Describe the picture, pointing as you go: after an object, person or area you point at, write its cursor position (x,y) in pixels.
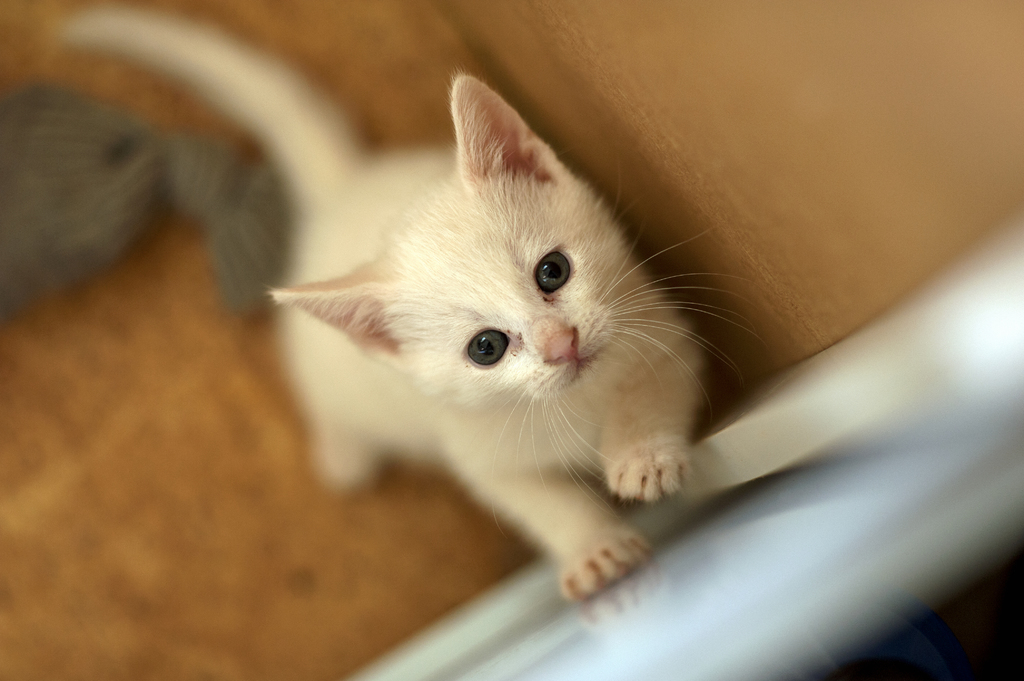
In the center (555,336) there is a white color cat (326,271), standing on two legs (323,400) and keeping two legs (630,413) on another surface (636,587). And the background (766,45) is blurred.
